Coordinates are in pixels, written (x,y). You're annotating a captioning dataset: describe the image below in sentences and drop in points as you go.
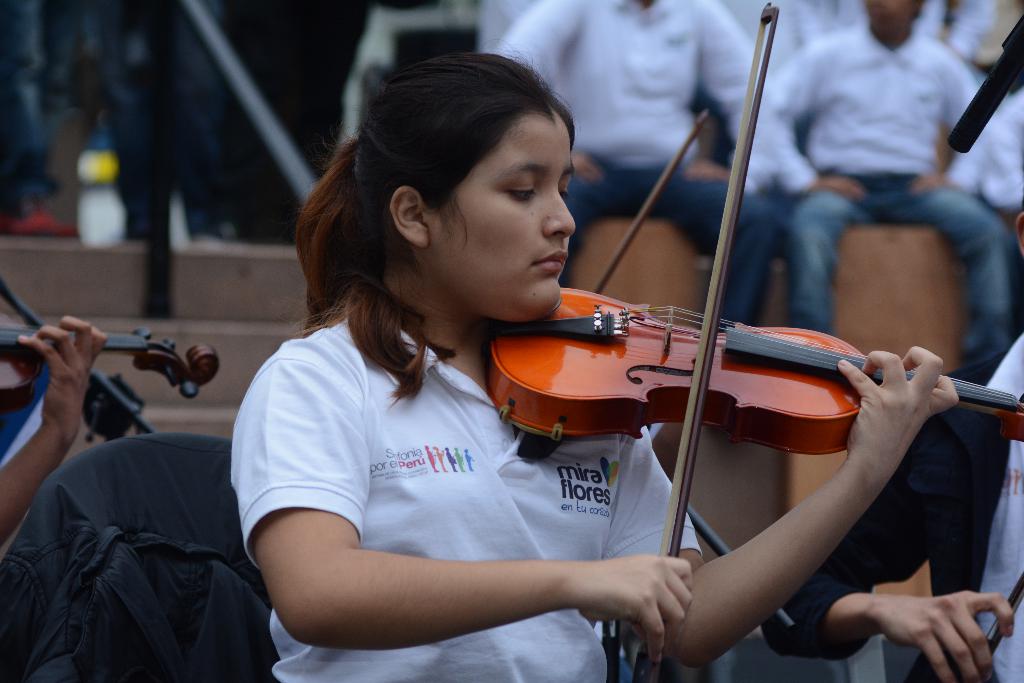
In the foreground of the image (534,435) there is a lady (613,493) playing a violin (572,388). In the background of the image (895,110) there are people (664,141) sitting. To the left side of the image (100,349) there is a person (26,338) holding a violin (19,359). There is a black color jacket (136,547).
